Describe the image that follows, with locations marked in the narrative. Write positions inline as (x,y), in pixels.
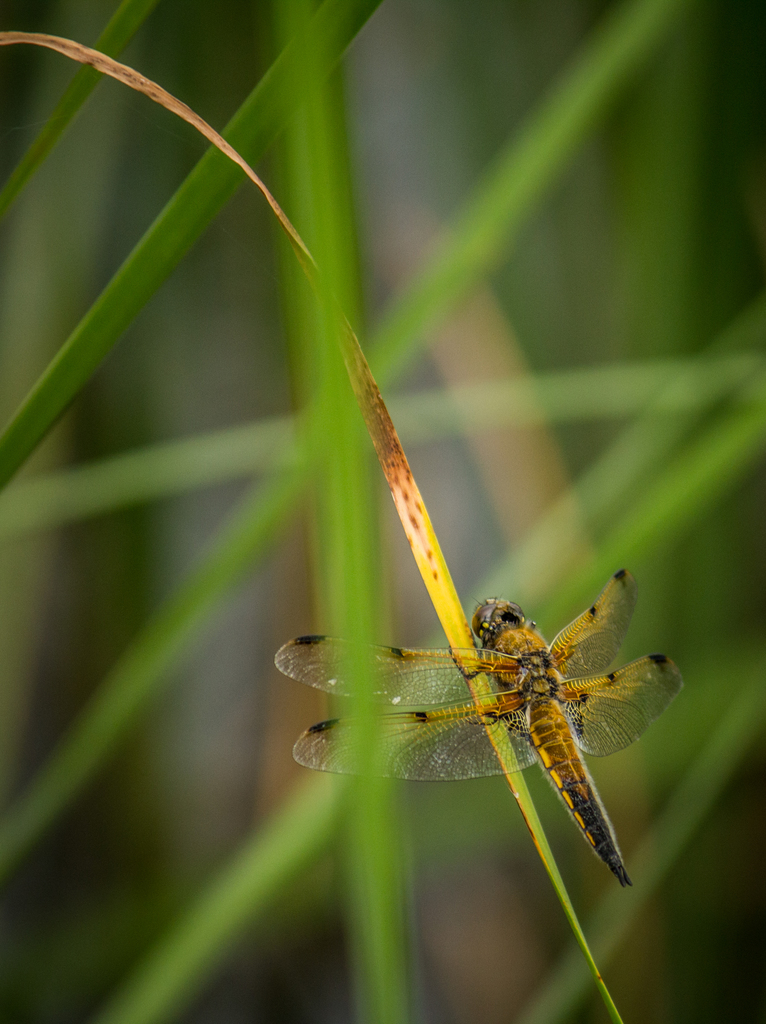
In this image there is a dragonfly (470,684) on the grass (384,427). Behind it there is grass (554,562). The background (528,576) is blurry.
